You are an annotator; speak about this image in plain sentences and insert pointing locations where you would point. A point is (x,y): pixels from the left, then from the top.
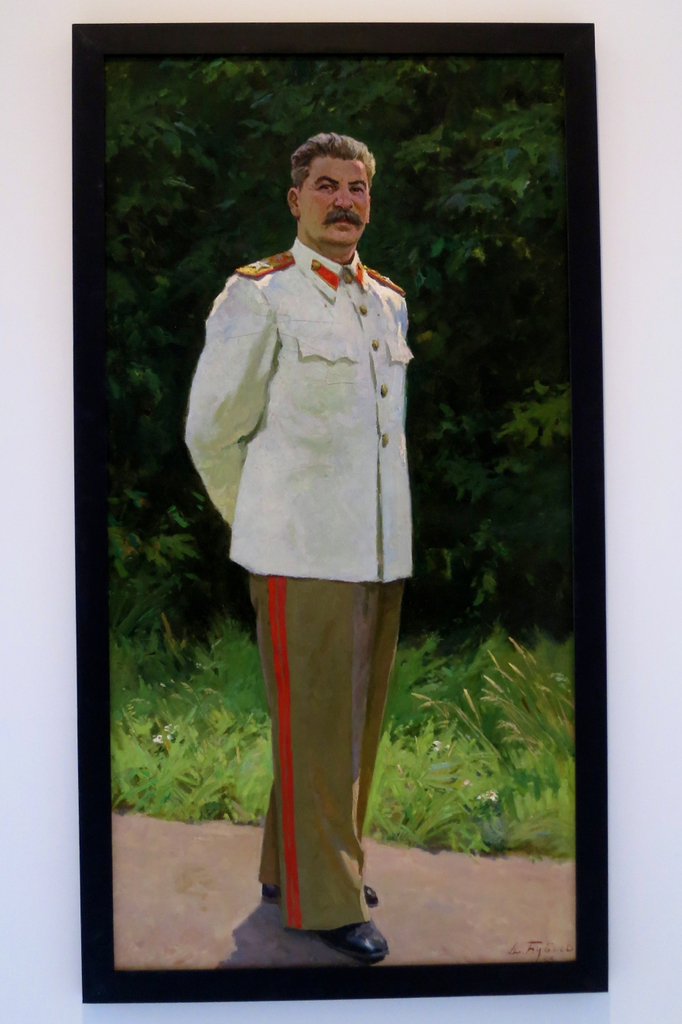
In the middle (283,453) a man (359,511) is standing, he wore a shirt (322,430), trouser (384,584) and black color shoes (359,947) behind him there are green trees (489,258).
